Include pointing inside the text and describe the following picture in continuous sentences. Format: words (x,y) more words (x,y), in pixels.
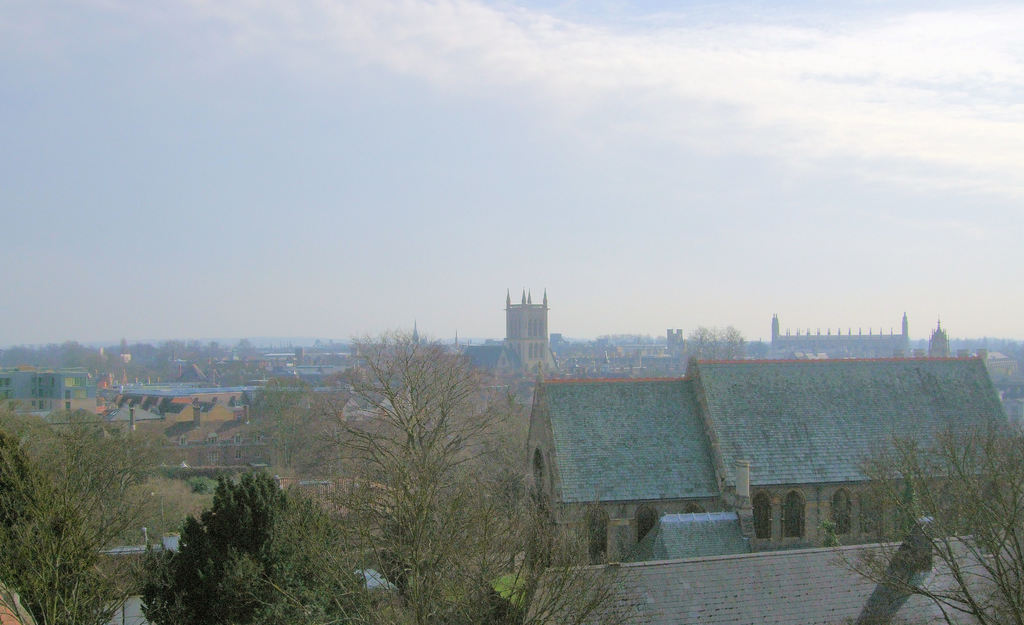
There are trees (299,499). Also there are buildings (666,400). Building (688,416) on the right side (775,449) is having arches (757,523). In the background (539,340) there are buildings (645,346) and sky (427,200).
